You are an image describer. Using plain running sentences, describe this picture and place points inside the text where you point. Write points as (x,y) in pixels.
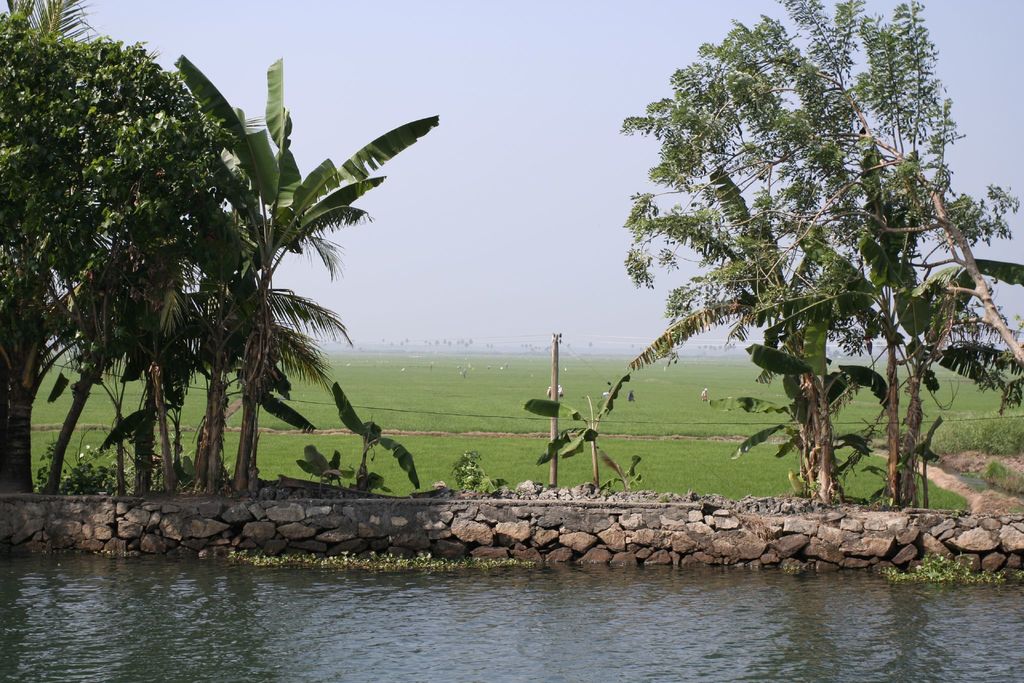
In this picture I can see water (24,641), there are few people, there are trees (643,275), and in the background (605,270) there is the sky (534,187).
